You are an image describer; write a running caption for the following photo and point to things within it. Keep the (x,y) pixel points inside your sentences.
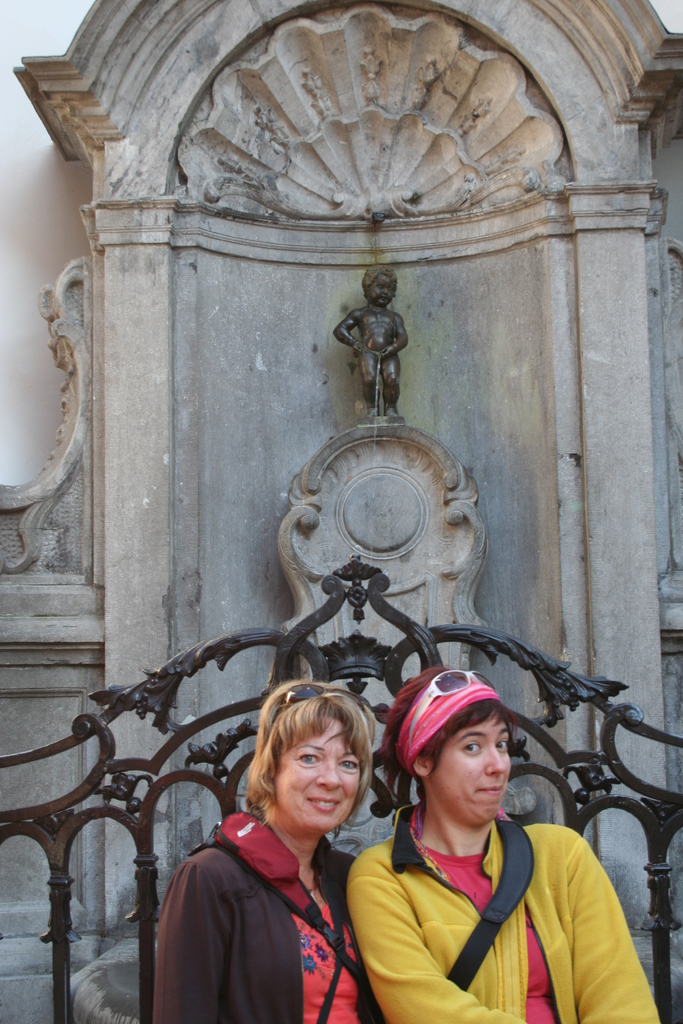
In this image we can see two women (201,923) wearing sweaters (618,971), glasses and backpacks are standing near the fence (524,746) and smiling. In the background (86,322), we can see the child statue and the wall (322,301).
